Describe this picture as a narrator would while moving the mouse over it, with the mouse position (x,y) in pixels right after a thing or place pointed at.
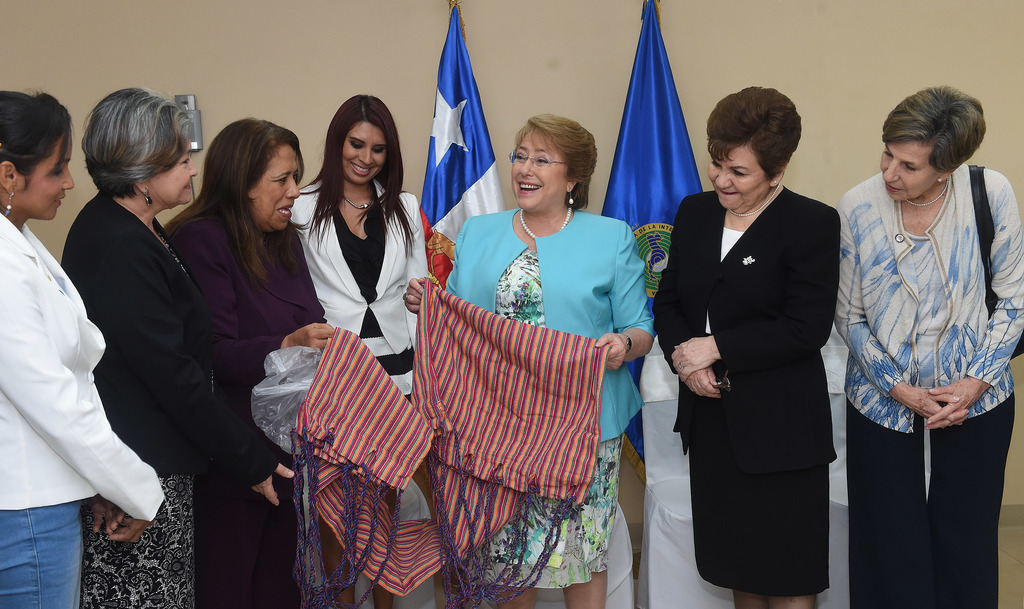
In this image, we can see people (515,286) and some are holding clothes (367,374) and covers (279,372). In the background (316,89), there are flags (642,127) and we can see some objects (648,389) and there is a wall (332,40).
